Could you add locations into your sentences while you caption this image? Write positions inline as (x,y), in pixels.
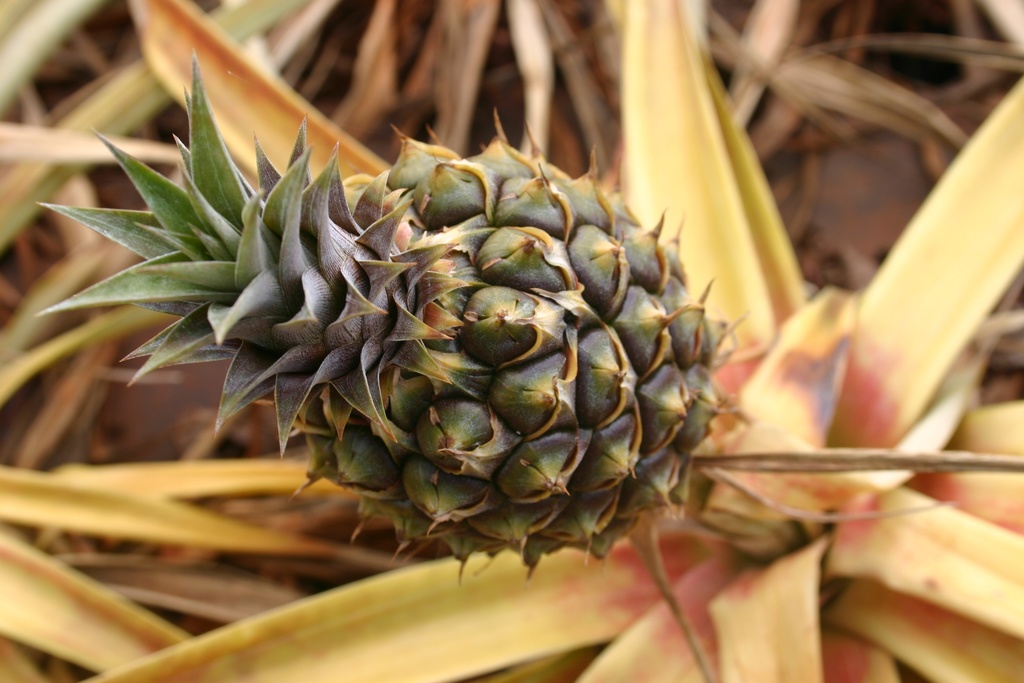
In this image I can see a pineapple (357,305). In the background (221,492) few leaves (569,615) are visible.
